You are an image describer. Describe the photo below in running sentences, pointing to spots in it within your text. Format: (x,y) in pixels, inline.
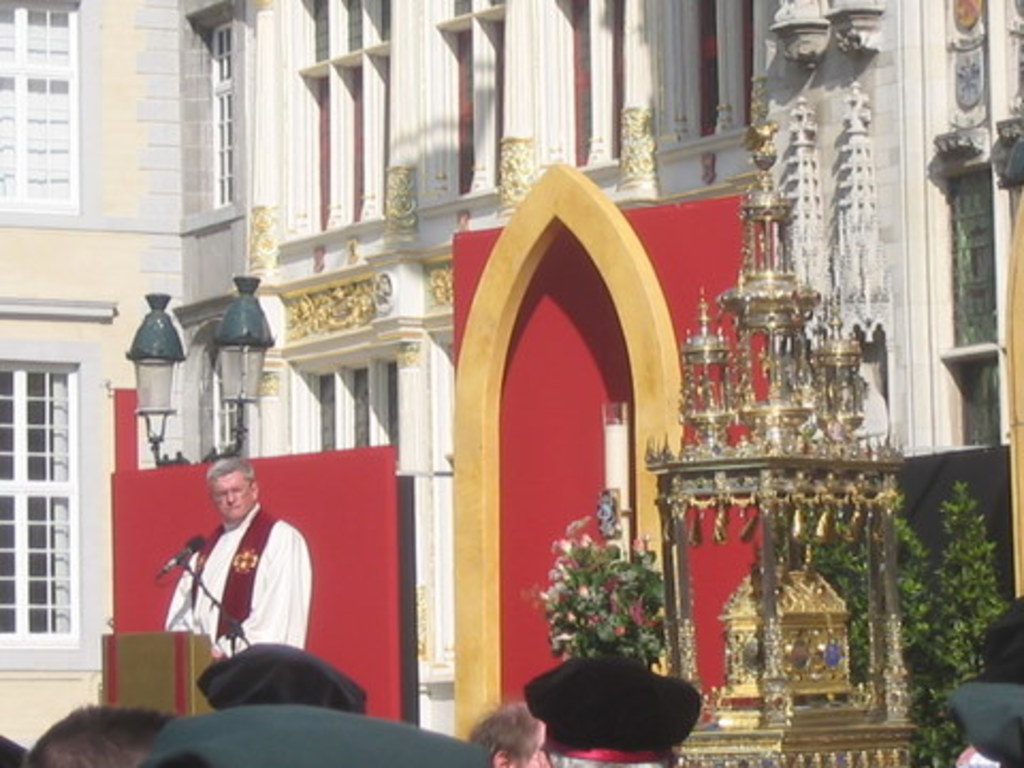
In the foreground of this image (647,672), at the bottom (199,750), there are heads (75,733) of a person (415,741). In the middle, there is a man (263,605) standing in front of a podium (193,653) and a mic (187,568). On the right (735,653), there is a gold color box (801,625) under an object (746,401) and we can also see flower vase (617,581), greenery (941,612), lamps (231,391) and a building (454,115) with windows (222,66) and an arch (527,222).
